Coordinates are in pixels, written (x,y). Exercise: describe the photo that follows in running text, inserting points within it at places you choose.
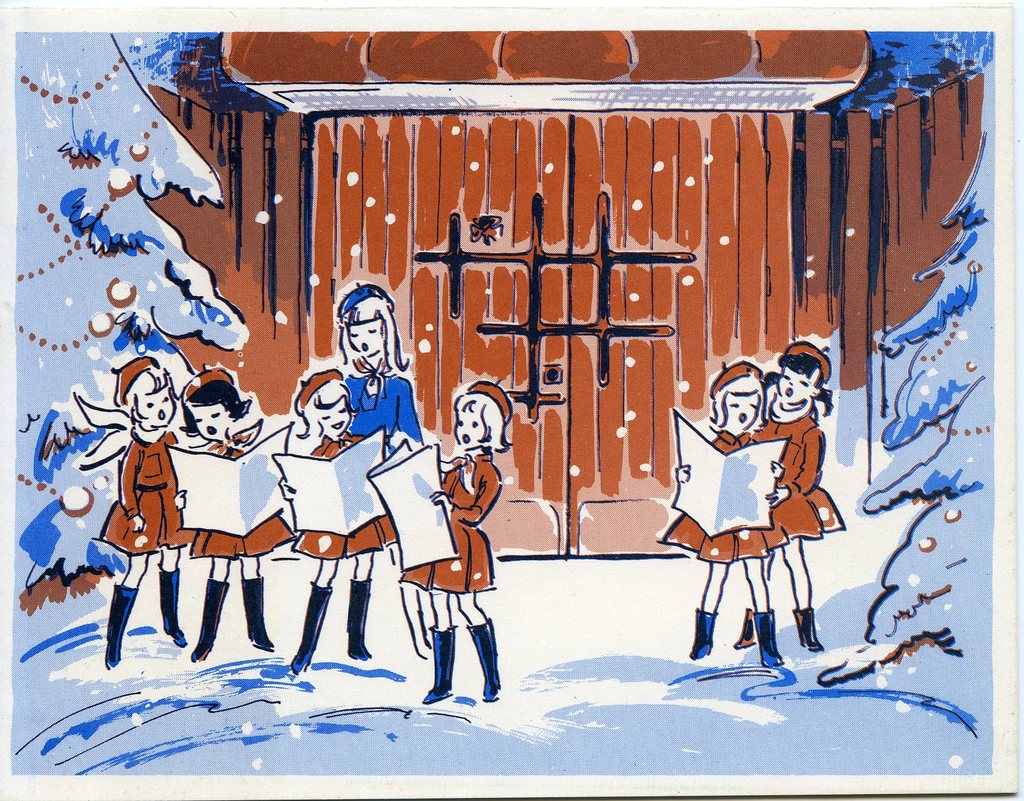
This is an cartoon image, where there are group of kids (155,426) are standing on the snow (380,615) and holding the papers (767,462), and in the background (413,412) there is a person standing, trees (115,345) covered with snow (201,269), a door (534,417) of a building (305,287).
